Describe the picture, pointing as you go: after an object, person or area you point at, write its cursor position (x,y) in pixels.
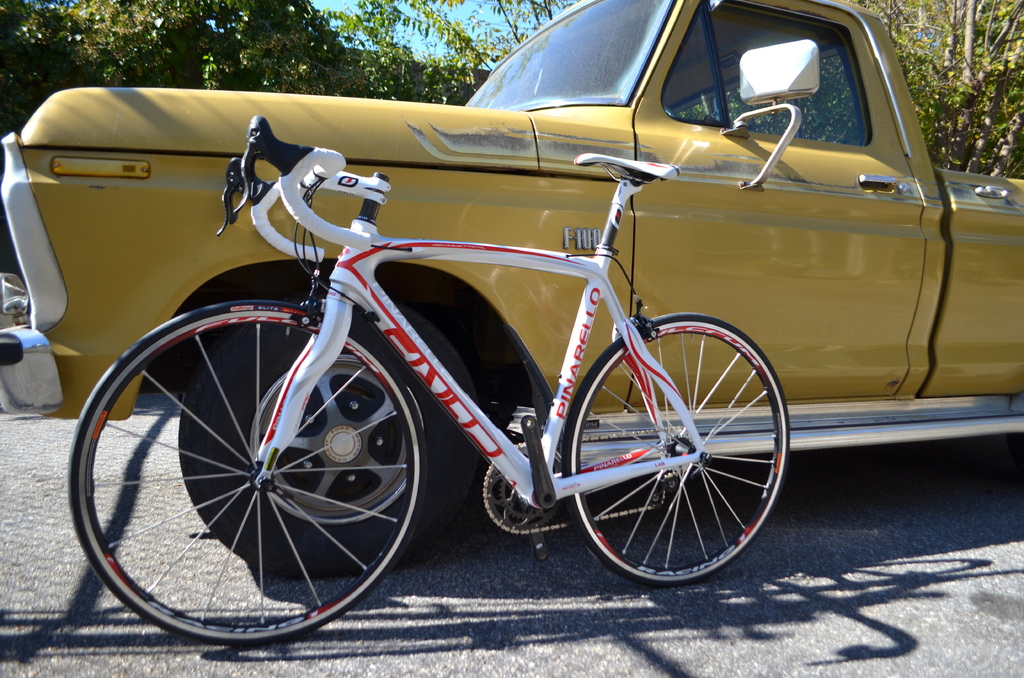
In this image we can see a car (549,400) and a bicycle (467,408) placed on the road (625,583). On the backside (433,66) we can see some trees (447,72) and the sky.
